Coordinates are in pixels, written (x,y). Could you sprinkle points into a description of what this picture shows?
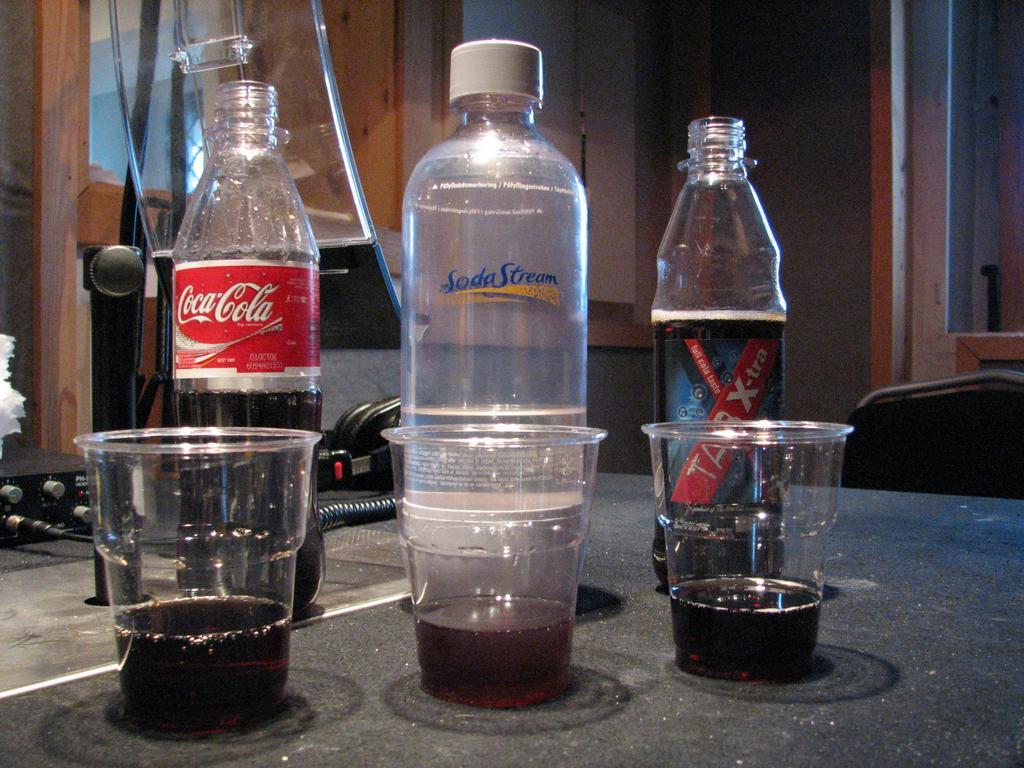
There are three bottles (224,330) and three cups (406,528) are kept on a table (895,624). In the background (95,285) there is a mic (131,261), receivers (50,490), wires (27,525), and also there is a wall (650,103).
